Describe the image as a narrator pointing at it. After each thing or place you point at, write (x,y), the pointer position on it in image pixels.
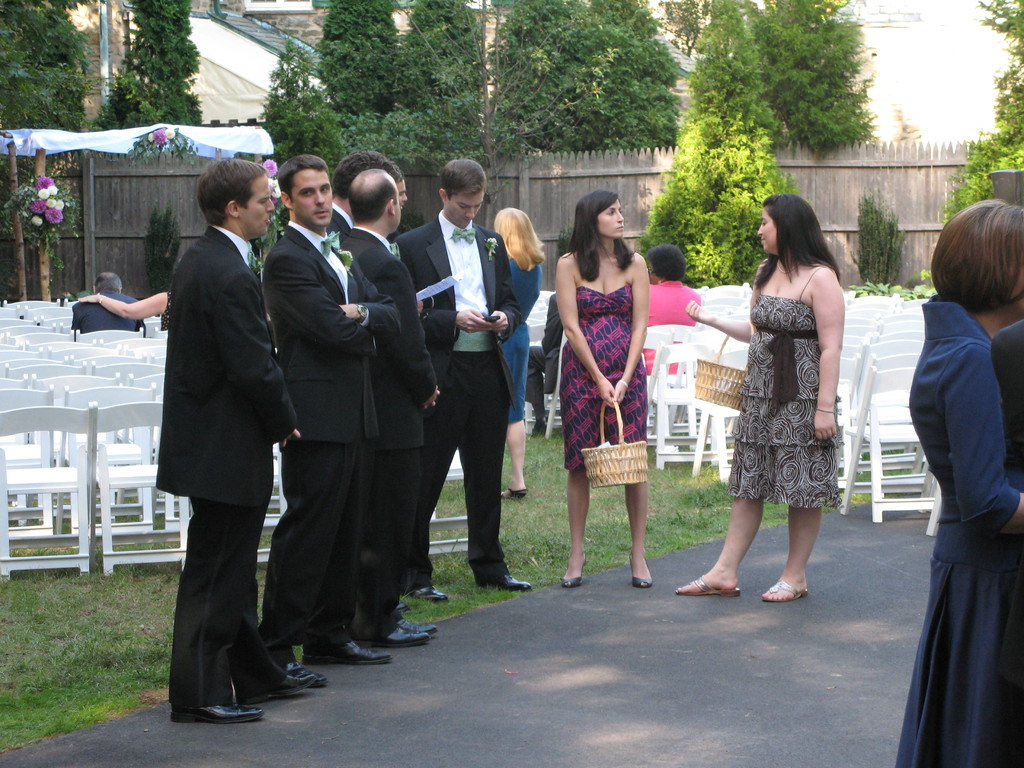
Here we can see few persons (422,382) are standing on the road (676,678). This is grass (87,603) and there are chairs (880,368). Here we can see plants (731,223), trees (725,153), flowers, and a fence (642,190).
